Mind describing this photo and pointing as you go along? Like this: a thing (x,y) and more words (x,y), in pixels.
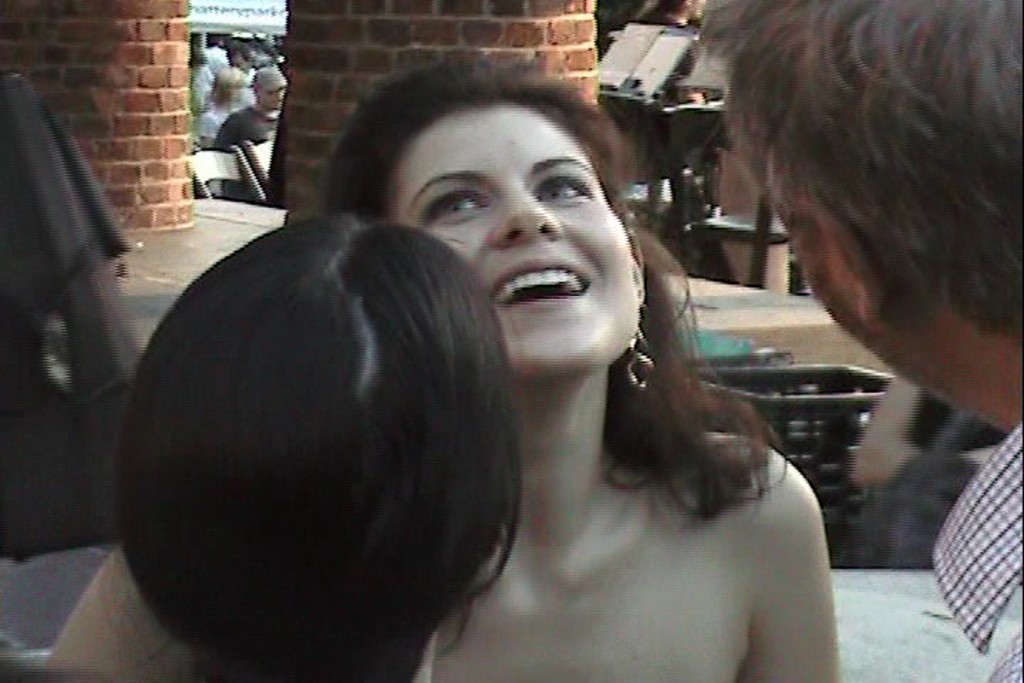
In this image, we see a girl (612,118) looking at someone and smiling and there is a person (712,10) on the right side (915,187).
